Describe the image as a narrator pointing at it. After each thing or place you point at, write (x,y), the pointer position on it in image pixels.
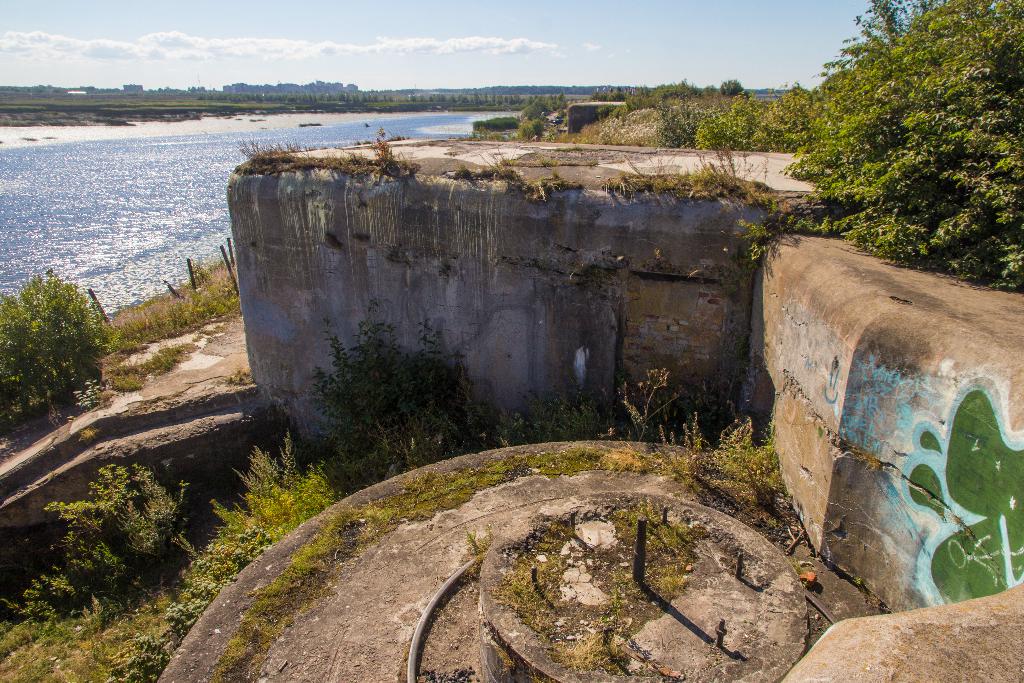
This image is clicked outside. There are bushes (52,317) and trees (72,334) on the left side (17,317) and right side (968,212). There is water (137,210) on the left side (197,224). There is sky (536,67) at the top (204,32).
